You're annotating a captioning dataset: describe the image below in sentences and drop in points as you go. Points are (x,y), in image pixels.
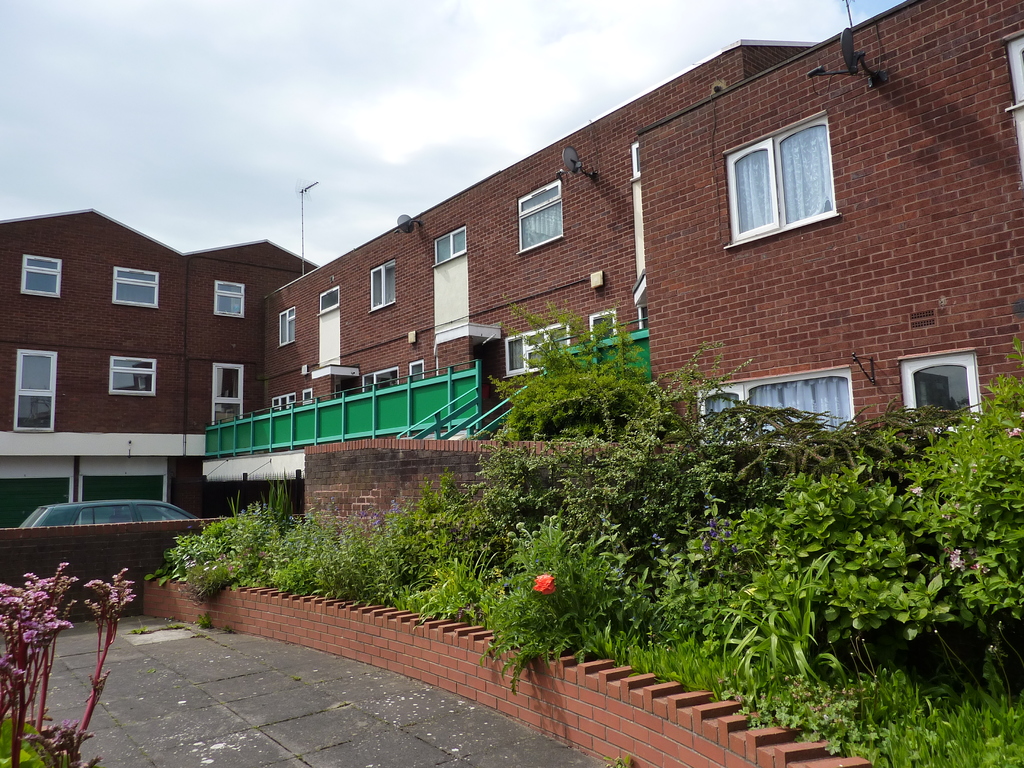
In the photo there is a big building (769,195) with many windows (792,168) and doors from the balcony (409,407) there is a way (469,424) to get down, downside there are many plants (683,575) in the entrance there is a car (130,509), in the back side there is a building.
